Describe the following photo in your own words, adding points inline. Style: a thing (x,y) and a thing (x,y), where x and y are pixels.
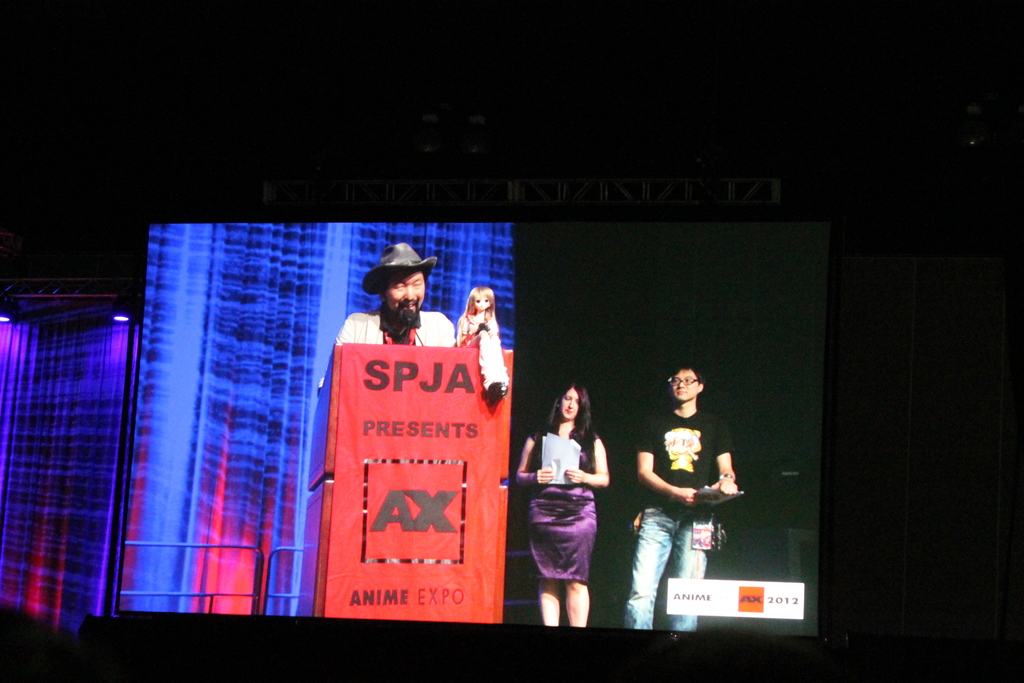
In this image I can see a screen (443,443). On the screen (566,353) there is a man (383,330) standing in front of the podium (426,416). On the podium (432,452) there is a doll (469,325). On the left side of the screen (216,406) I can see few lights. On the right side of the screen (624,466) a man (685,453) and a woman (562,519) are standing and they are holding some papers (565,481) in their hands (721,491). The background of this image (119,123) is in black color.
